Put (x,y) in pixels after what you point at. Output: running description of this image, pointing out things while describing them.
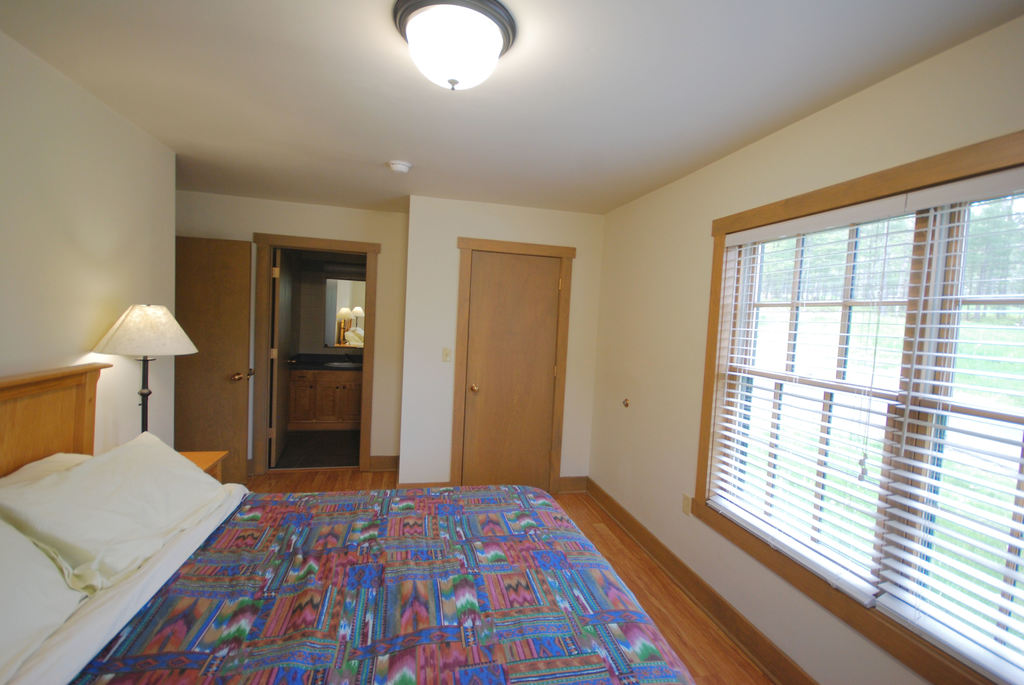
This picture is taken inside the room (522,535). In this image, on the right side (775,333), we can see a grill window (1000,283). In the middle of the image (485,301), we can see a door (481,339) which is closed. On the left side (257,600), we can see a bed (615,649), on the bed (463,650), we can see two pillows (84,566). On the left side (191,448), we can also see a table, near the table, we can see a lamp (121,350). In the background (247,321), we can see a door (245,320) which is open. At the door (364,401), we can see a mirror (357,303), which is attached to a wall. At the top (365,8), we can see a roof (331,53) with a light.
